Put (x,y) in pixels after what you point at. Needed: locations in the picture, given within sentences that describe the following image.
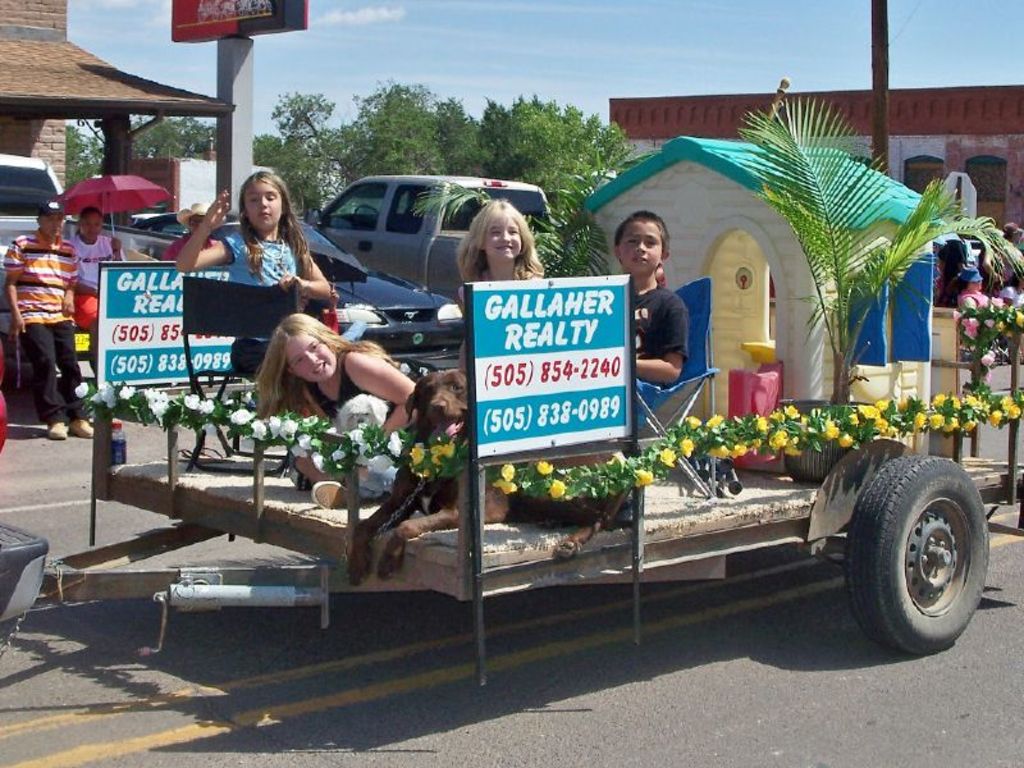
In this image there are shelters (709,224), vehicle (492,196), umbrella (137,199), boards (205,278), poles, people (265,280), chairs (245,301), roadside (236,546), plants (589,229), trees (531,127), sky (348,52), decorative garland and objects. Something is written on the boards (568,363).
